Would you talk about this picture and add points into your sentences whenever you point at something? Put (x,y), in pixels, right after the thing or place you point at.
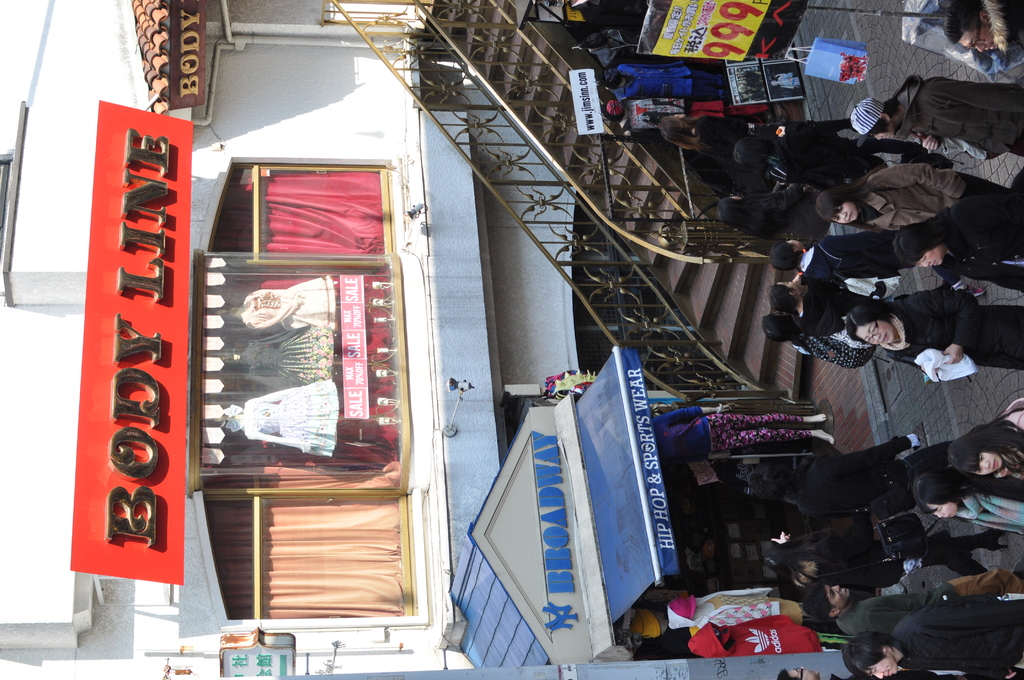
In this image I can see outside view of a building (425,224) and there is a stair case (600,279) visible on the middle (625,227) and there are the number of persons (898,332) walking on the road (945,397) and there is a hoarding board (135,415) on the building (104,463) and there is some text (144,238) written on that building (506,268) and there are some windows (242,342) visible on the building (312,535) and there is a hoarding board (747,31) on the right side (762,33) and there are some clothes (716,618) attached to the hanger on the left side (298,310).
